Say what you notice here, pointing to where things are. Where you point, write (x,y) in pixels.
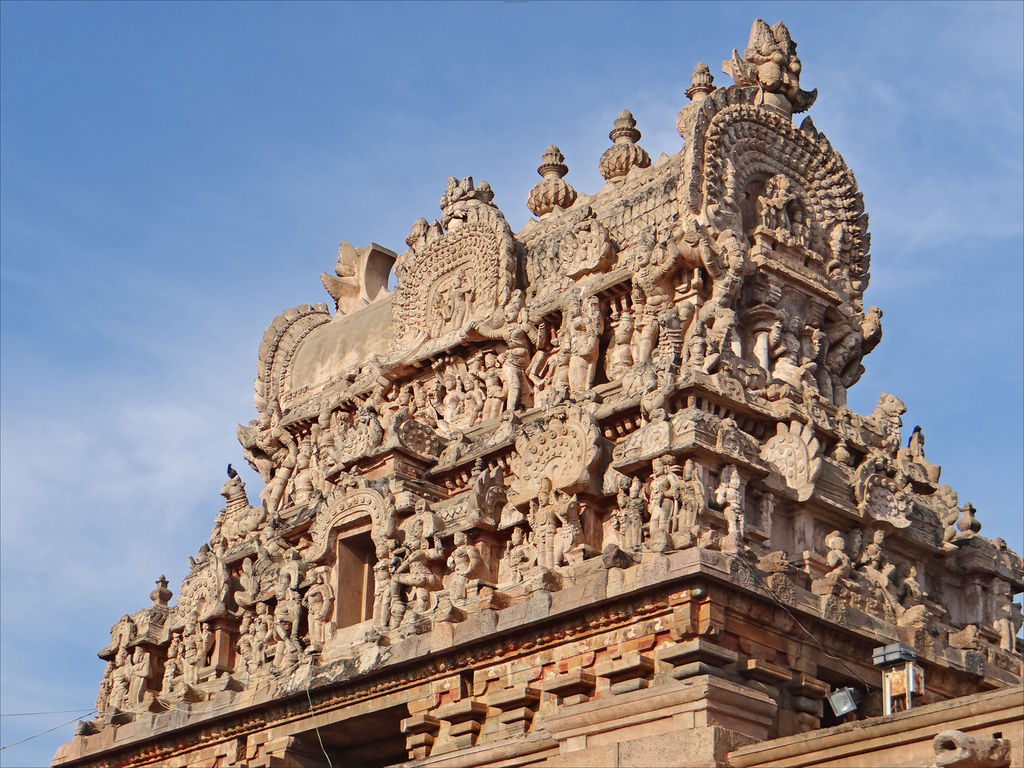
In this image there is a temple (592,393) with sculptures (376,405), and in the background (168,191) there is sky (127,412).
